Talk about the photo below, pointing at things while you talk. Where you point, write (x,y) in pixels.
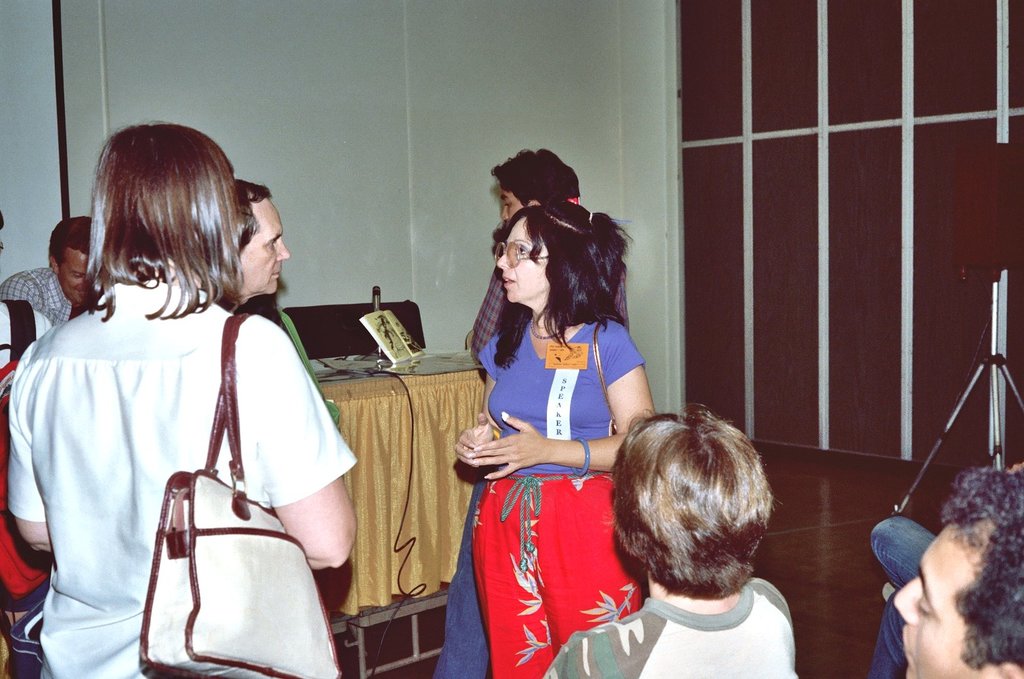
This image is clicked in a room (851,612) in this there are many people (618,243). In the middle (547,360) there is a woman (517,464) she wear violet t shirt (535,414) and trouser (491,527). In the background (428,457) there is a table (399,412), cloth (365,461), wall (378,168), stand (990,355) and window (826,191).
